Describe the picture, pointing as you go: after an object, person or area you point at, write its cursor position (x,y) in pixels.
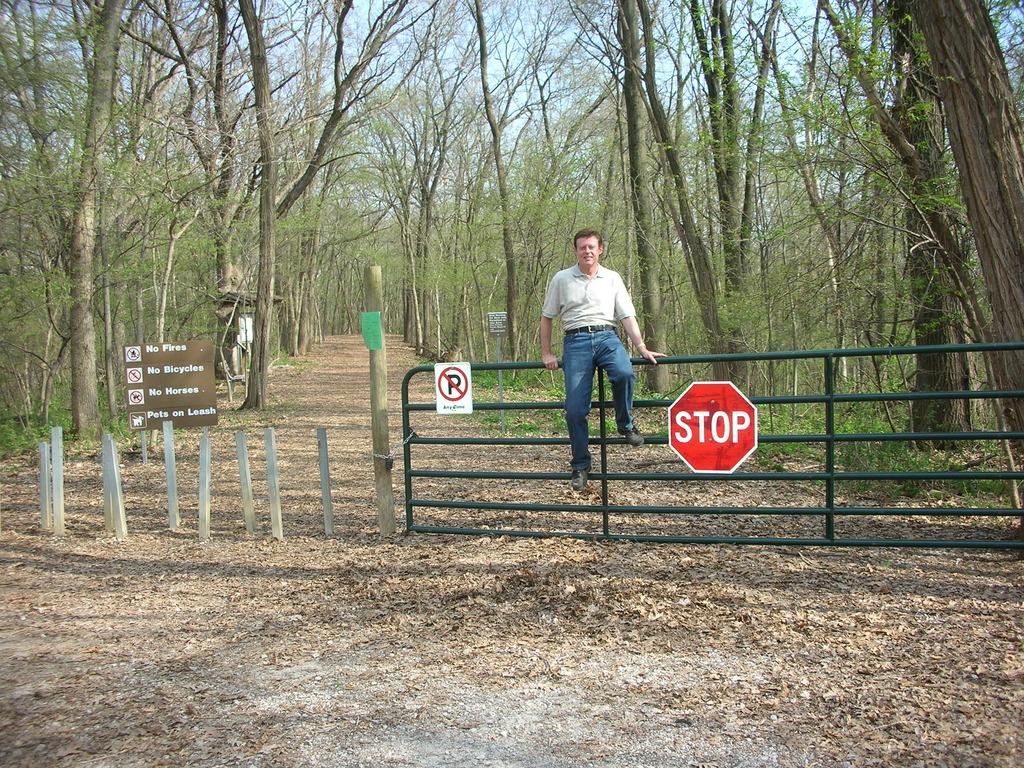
In this image in the center (593,287) there is one person (567,348) who is sitting, and there is a railing (799,436) and fence (200,486) and some boards (173,388). At the bottom (309,648) there are some dry leaves (356,340), and in the background (715,251) there are trees (455,343) and some objects (252,309). At the top (400,53) there is sky (554,85).
